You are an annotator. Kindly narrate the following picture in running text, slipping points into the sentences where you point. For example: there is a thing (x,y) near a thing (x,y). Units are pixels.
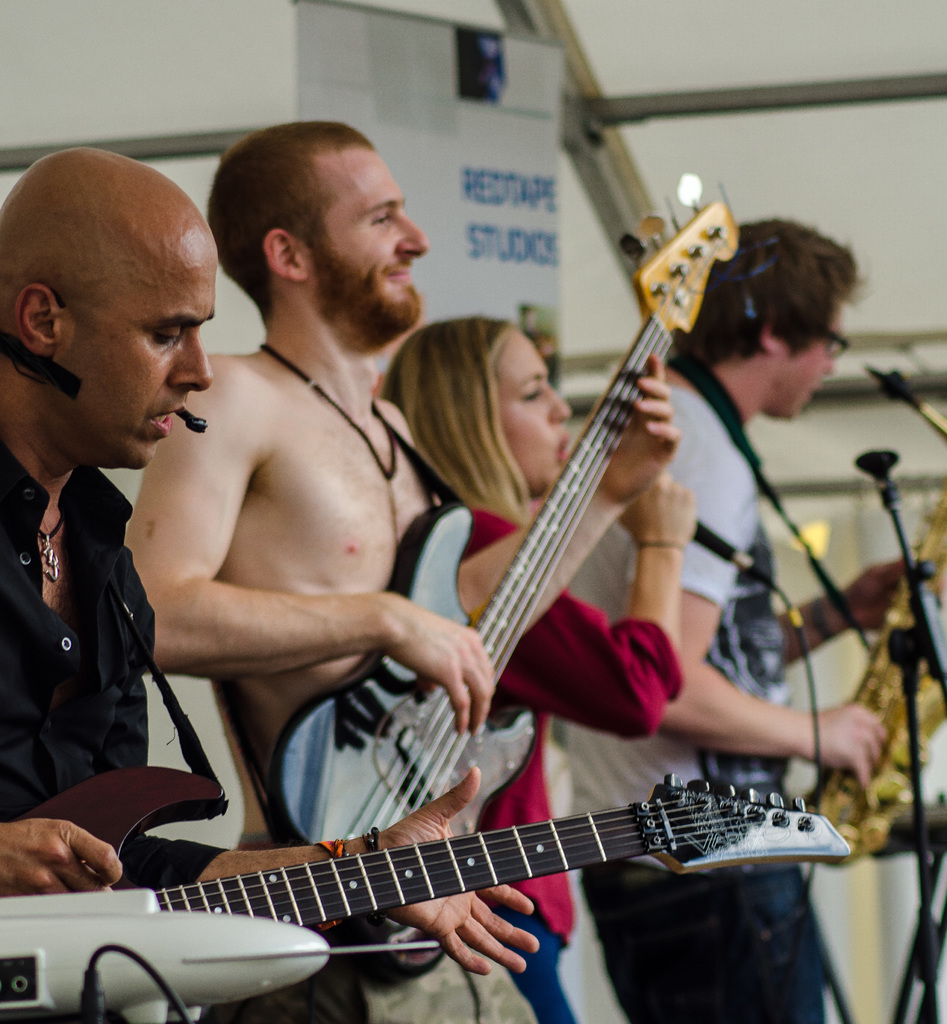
This image has three men (22,529) and one woman (512,363) standing. The person (21,228) at the left side (9,237) is holding a guitar (94,811), wearing a black shirt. Woman (471,483) is wearing a pink shirt (626,649), blue jeans (550,968). The person (663,964) at the right side (699,660) is playing a saxophone (932,558) wearing a white shirt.
